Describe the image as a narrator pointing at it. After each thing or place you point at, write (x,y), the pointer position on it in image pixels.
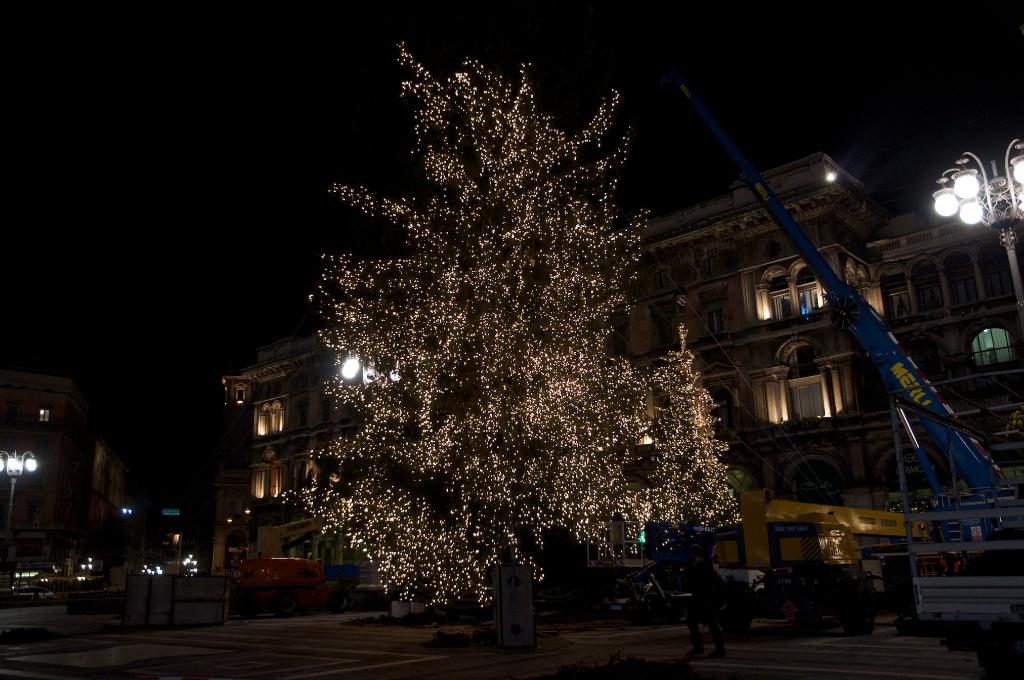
In the foreground of the image (552,442) we can see a tree (557,310) with lights (502,272), one person (722,606) is standing on the ground (707,633). On the right side of the image (997,602) we can see some vehicles (979,637) and a crane (759,189) parked on the ground (786,638). In the background (966,317), we can see some light poles (952,204), building (764,331) with windows (987,276) and the sky (105,285).
